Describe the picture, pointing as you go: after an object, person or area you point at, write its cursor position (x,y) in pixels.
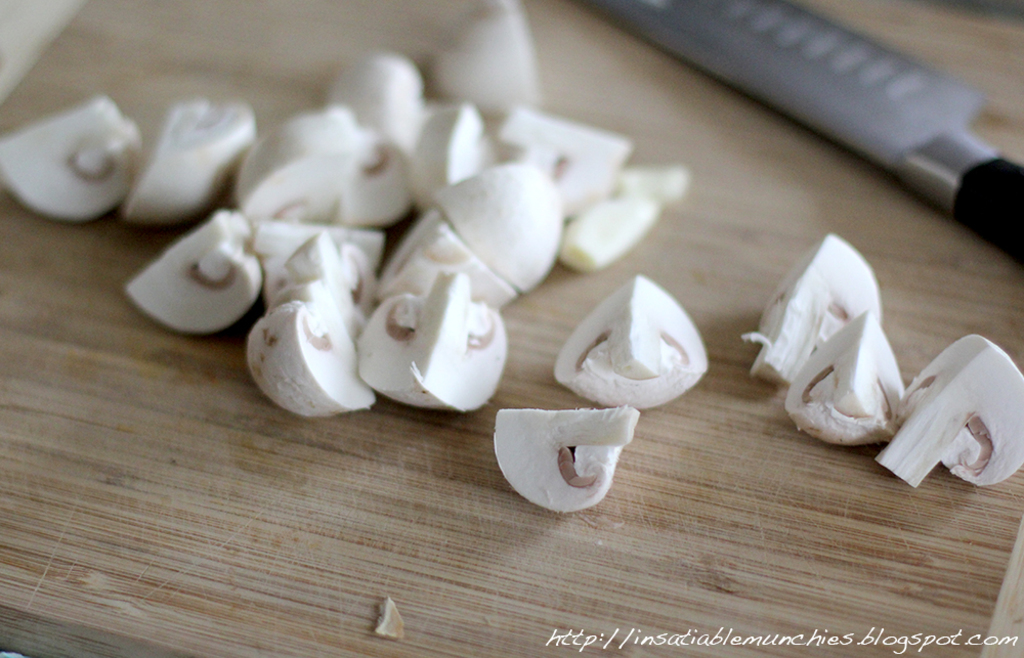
In this image I can see a chopping board (266,47) and on it I can see few mushrooms pieces (220,276) and a knife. I can also see a watermark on the bottom right side of the image (999,640).
